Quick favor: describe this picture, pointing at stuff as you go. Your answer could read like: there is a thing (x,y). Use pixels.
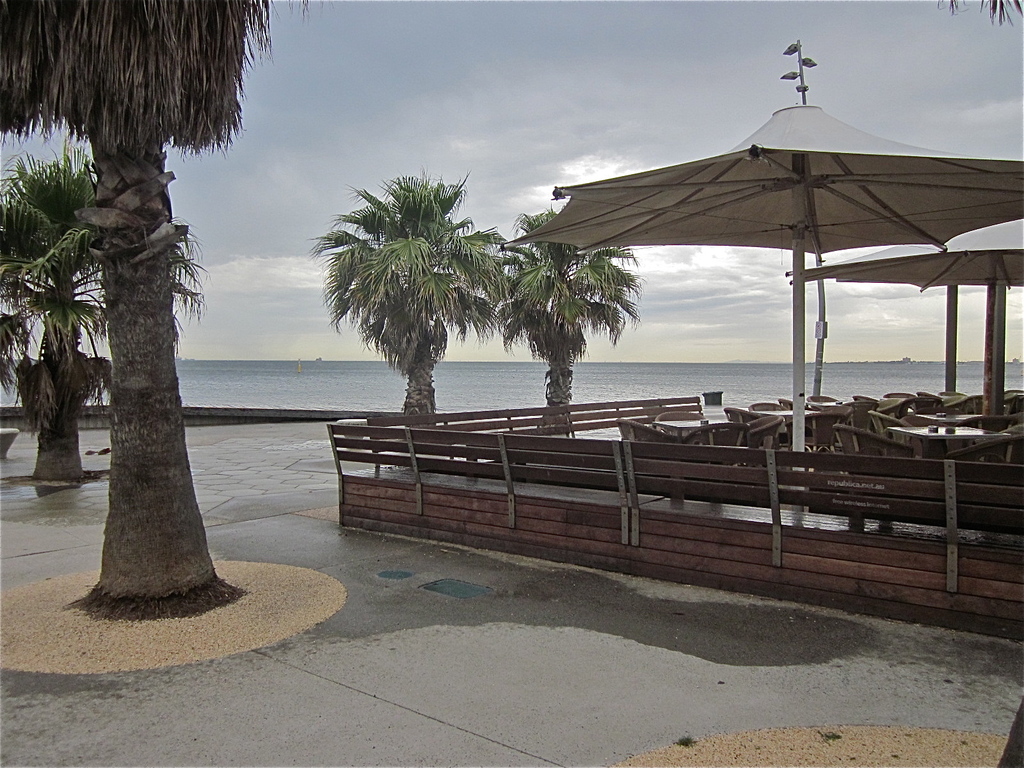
In this image, I can see trees (34,373) and the sea (525,379). On the right side of the image (842,160), I can see patio umbrellas (848,171), tables (685,425), chairs (711,430) and wooden fence (717,545). In the background (286,136), there is the sky (491,101).
